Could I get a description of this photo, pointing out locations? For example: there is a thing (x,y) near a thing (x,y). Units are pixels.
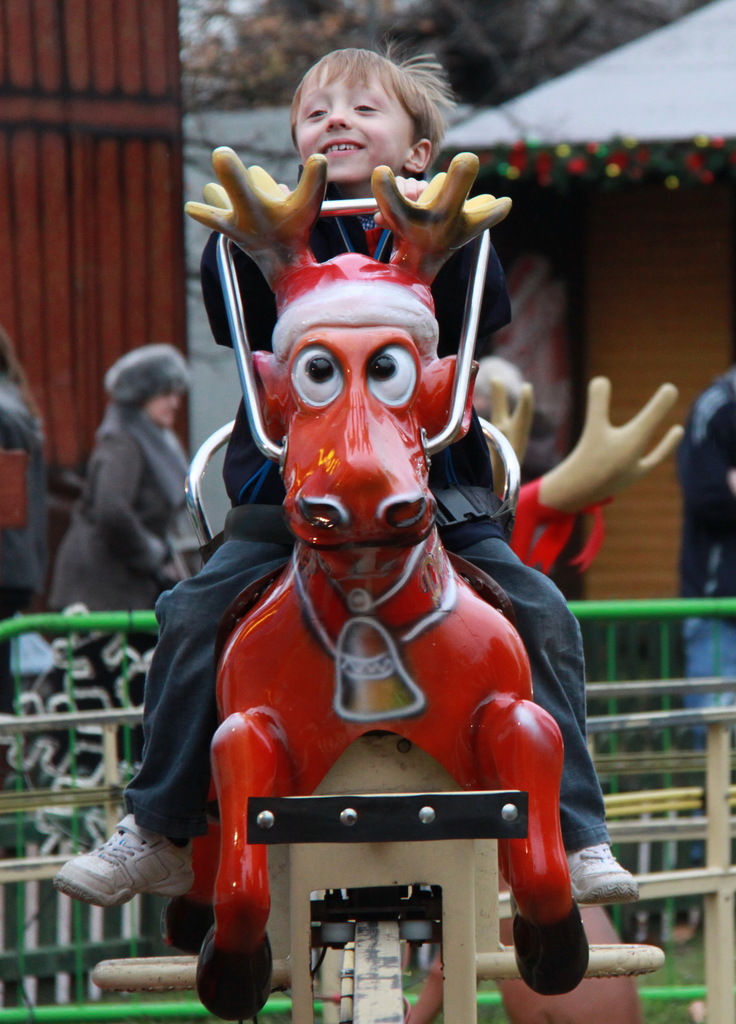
In this image we can see a boy (367,154) is sitting on ride (399,594). Behind green color fencing (641,638) and people (708,494) are present. Top right of the image (594,103) one shop (568,85) is there. Behind the shop (650,113) trees (342,38) are present.
